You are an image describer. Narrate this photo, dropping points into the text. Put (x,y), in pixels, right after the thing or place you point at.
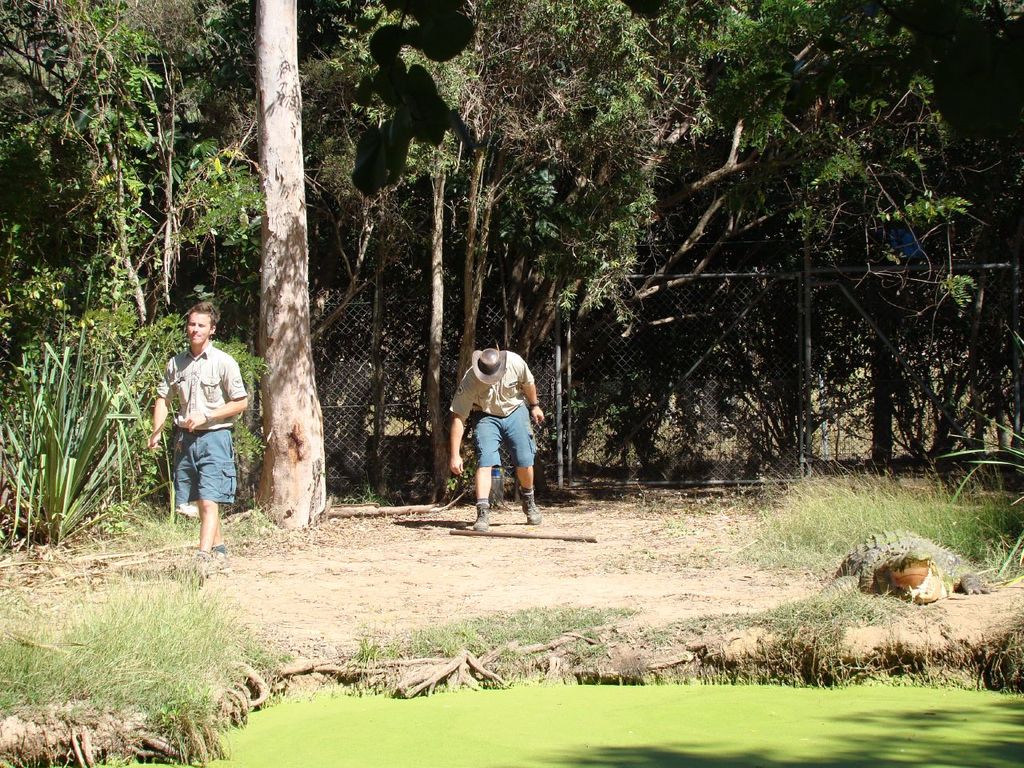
In the image there are two men (215,447) and around them there are trees (241,217), grass (837,486) and plants (942,388).
